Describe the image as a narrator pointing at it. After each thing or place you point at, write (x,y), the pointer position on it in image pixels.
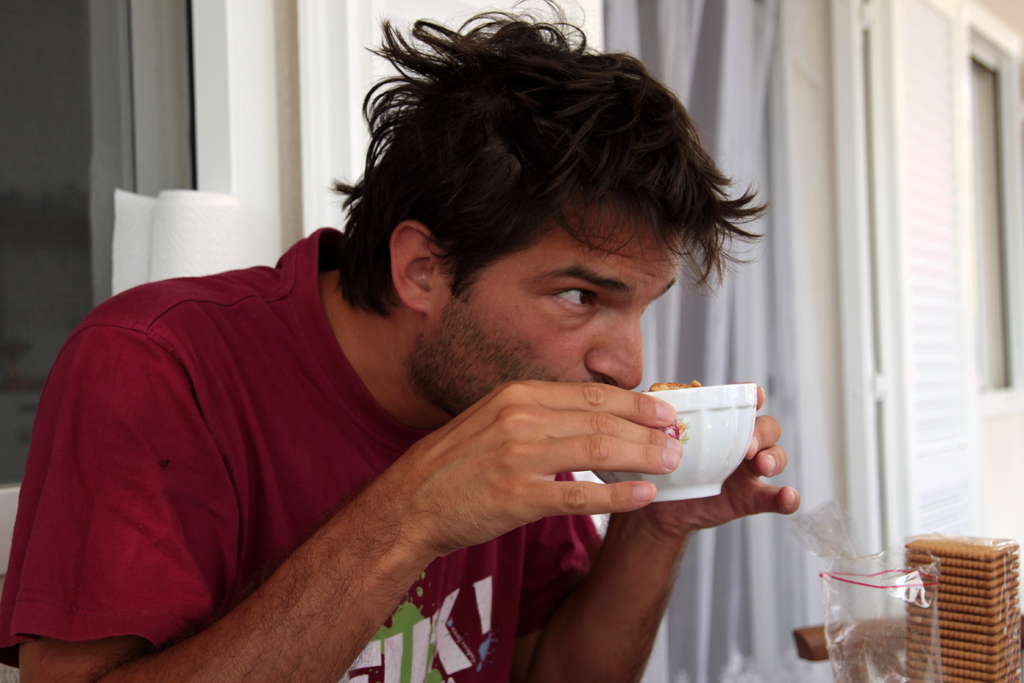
In the center of the image (423,416) we can see one person (431,508) sitting and holding cup (714,454). In the background (369,76) there is a wall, curtain (743,266), window (968,304), plastic covers (909,652), biscuits (971,621) and a few other objects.
